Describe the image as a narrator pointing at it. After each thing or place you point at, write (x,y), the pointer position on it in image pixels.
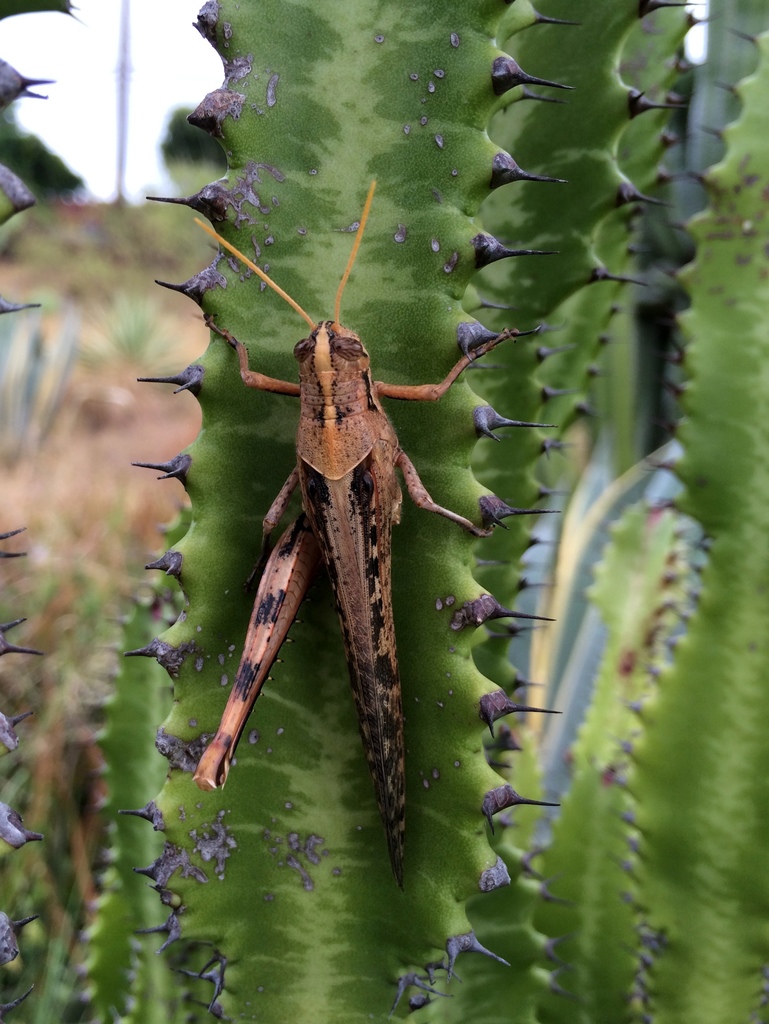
In this image, I can see plants (452,584), insect (370,746) and the sky (41,59). This image is taken, maybe during a day.
